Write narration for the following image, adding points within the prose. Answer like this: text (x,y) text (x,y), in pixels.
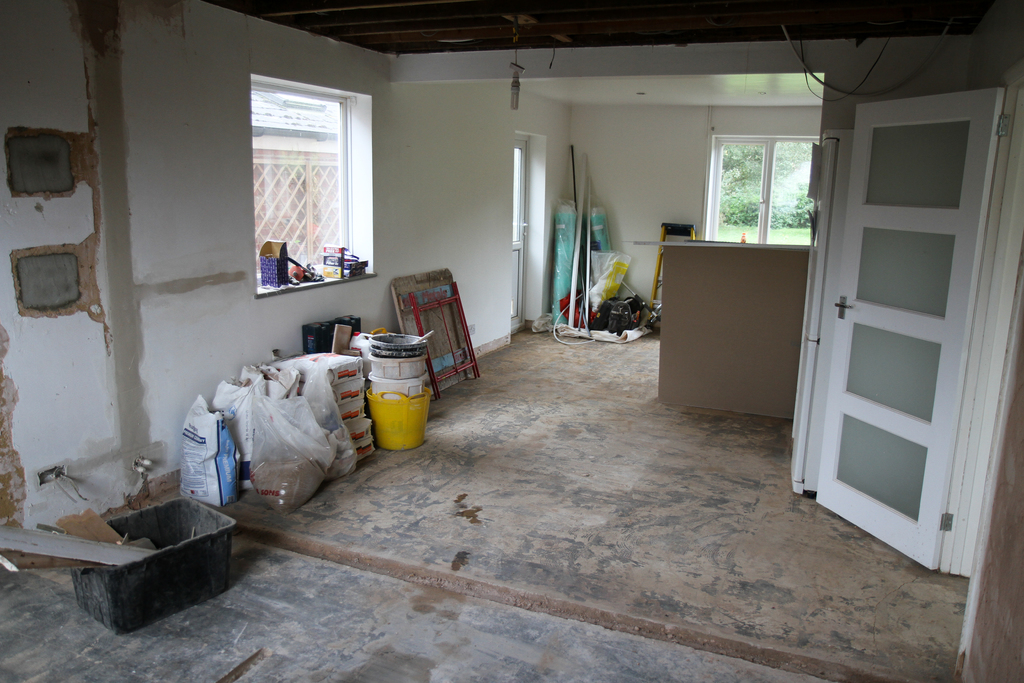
This is an inner view of a room (381,193). In this image we can see some containers (192,526), boards (148,549), covers (291,491), boxes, buckets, poles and some objects (258,484) which are placed on the floor (612,543). We can also see the doors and some objects (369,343) placed beside the windows (311,123). On the top of the image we can see some wires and a bulb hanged to a roof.
